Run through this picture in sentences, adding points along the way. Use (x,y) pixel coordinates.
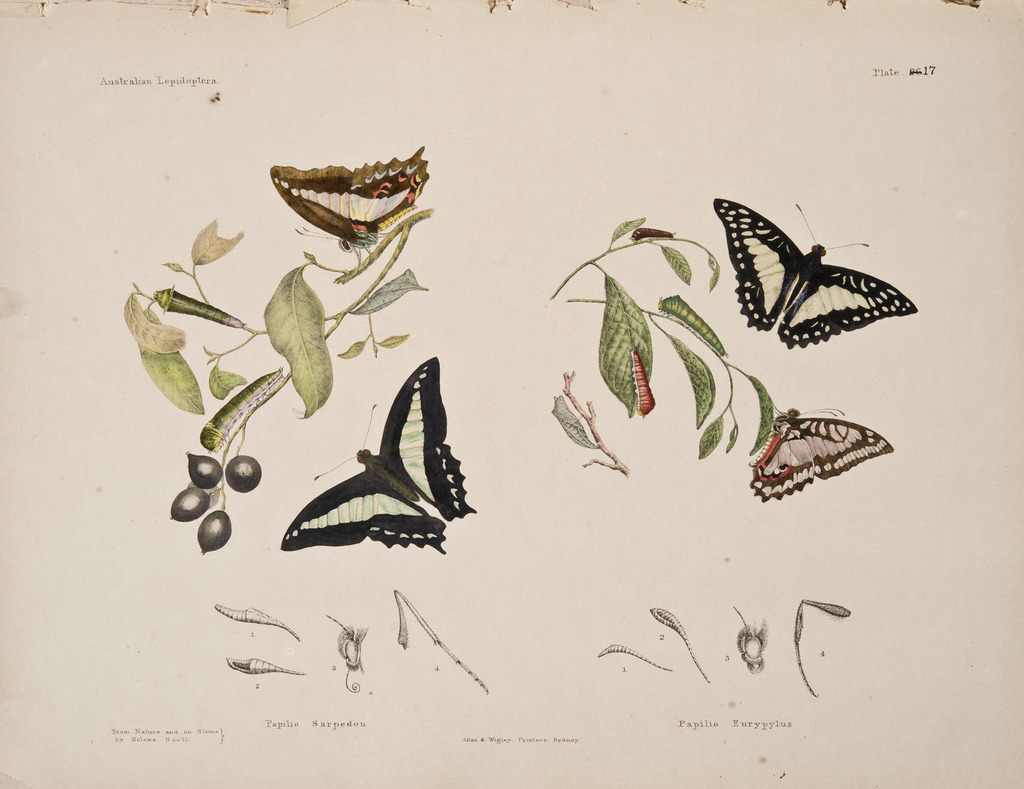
In this image we can see an image of a paper (427,374). In the paper (462,345), we can see images of insects (221,435). At the bottom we can see the text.
